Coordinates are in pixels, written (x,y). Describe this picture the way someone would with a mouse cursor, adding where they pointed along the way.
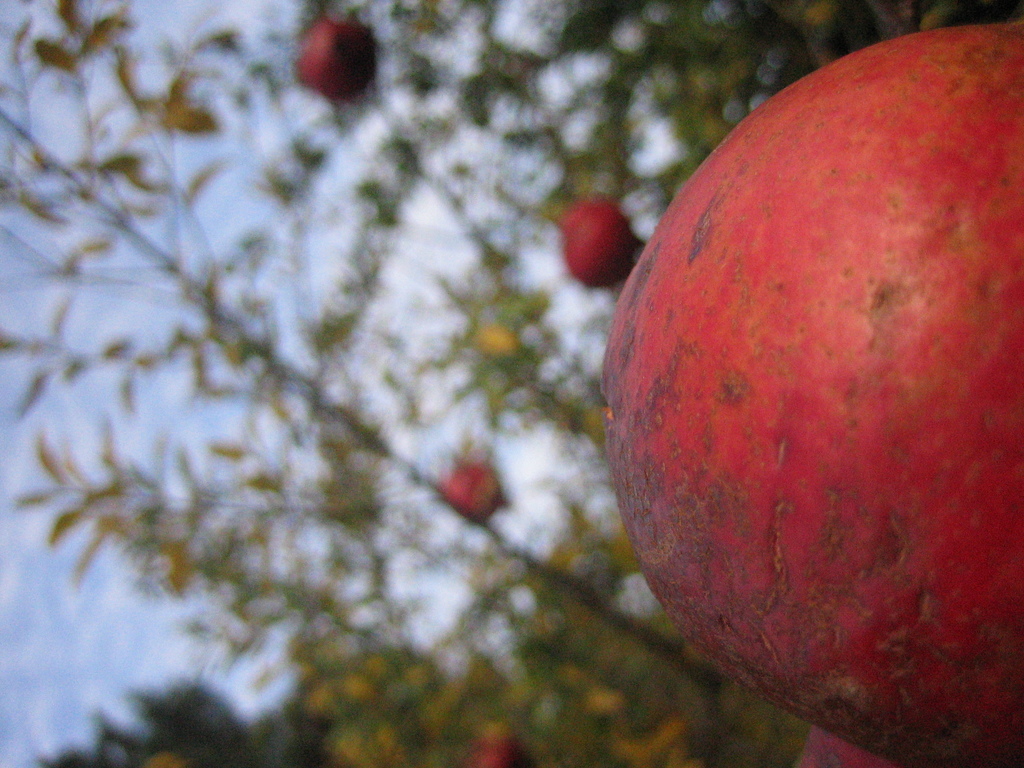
In this picture we can see fruits (575,267). In the background of the image (545,564) it is blurry and we can see the sky (35,652).
